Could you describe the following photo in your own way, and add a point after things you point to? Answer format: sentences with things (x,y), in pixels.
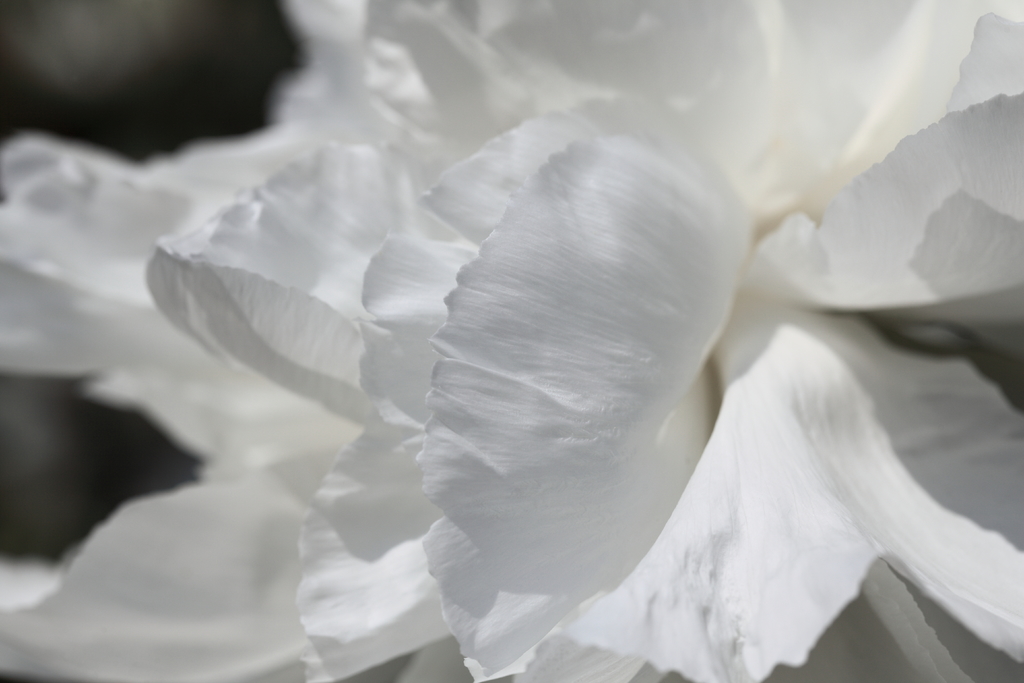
In this image we can see a white color flower (604,436) which is truncated.
